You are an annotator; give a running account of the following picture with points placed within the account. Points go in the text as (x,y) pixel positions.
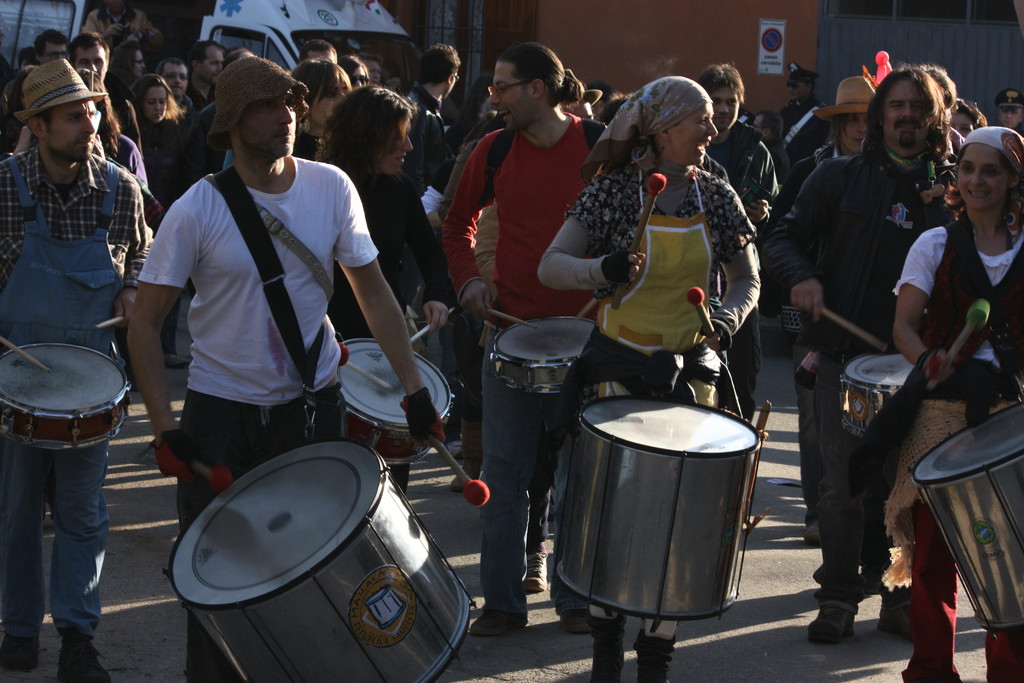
In this picture there is a man (257,288) who is wearing a white shirt (256,380) and playing a drum (301,524). There is a woman (642,294) who is wearing a yellow shirt (677,274) and is holding a drumstick (705,319). To the right (1003,306), there is also another woman (975,336) who is holding a drumstick (949,354). To the left (18,287) there is a man (62,320) who is playing the drumstick (20,346). In the background (192,76), there are group of people (416,112). There is a vehicle (268,18) at the background (261,52). There is a signboard sticker (772,52) onto the wall (757,44).
